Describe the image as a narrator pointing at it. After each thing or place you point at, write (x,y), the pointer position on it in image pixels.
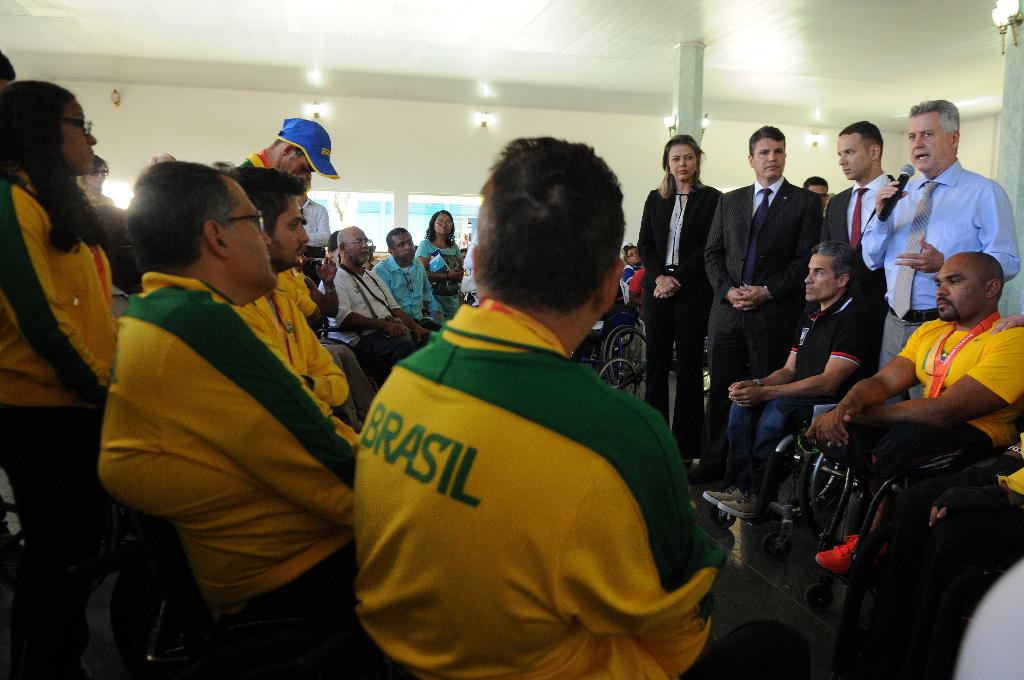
In this image I can see the group of people (505,404) with different color dresses (445,426). I can see few people (182,458) are wearing the green and yellow color dresses (216,424). I can see few people (555,343) are sitting on the wheel chairs (796,451) and few people (17,278) are standing. One person (903,231) is holding the mic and one person (332,169) is wearing the cap (296,124). In the background (437,197) I can see the window (464,223) and lights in the top (321,108).
